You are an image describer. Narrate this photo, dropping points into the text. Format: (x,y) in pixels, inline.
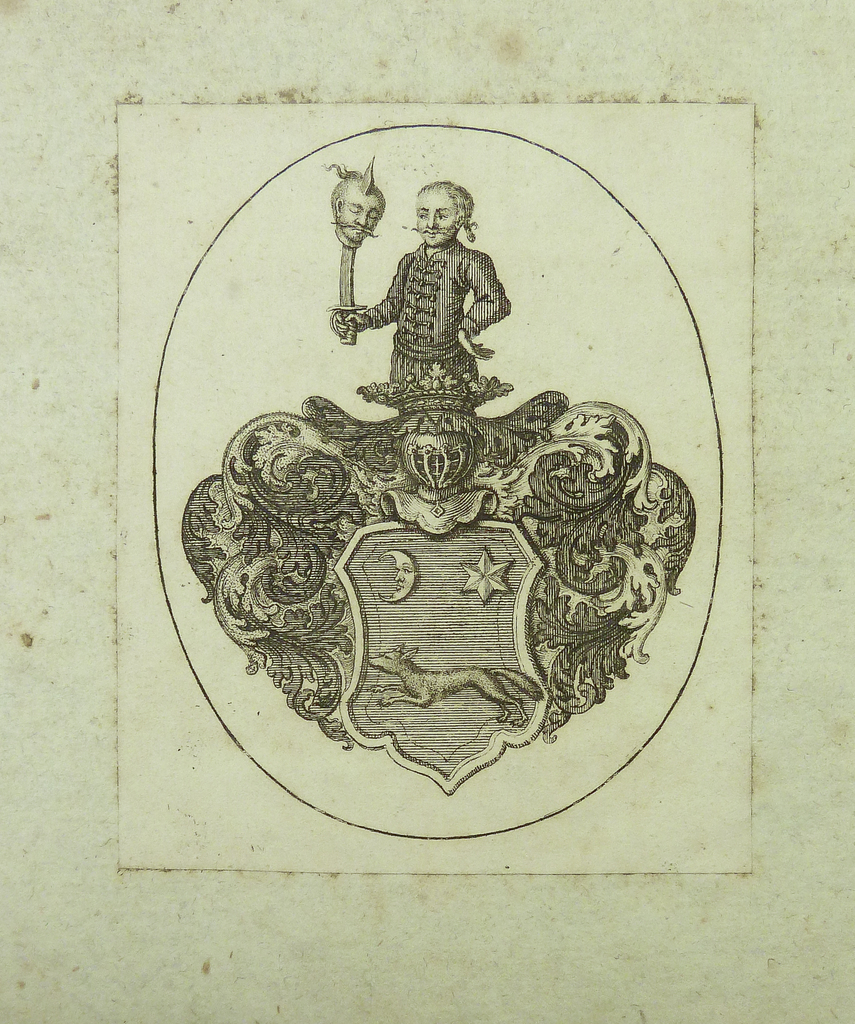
In this image we can see a depiction of a person (398,312) holding a sword (354,339) on the paper (340,725).
